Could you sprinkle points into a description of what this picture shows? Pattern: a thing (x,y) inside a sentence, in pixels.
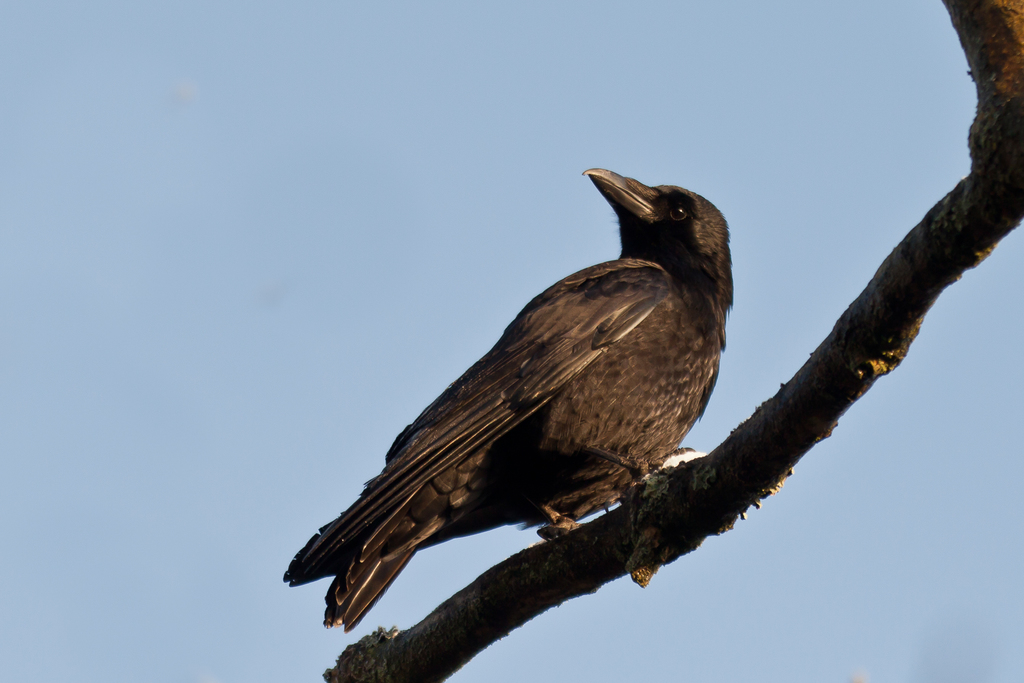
In this picture we can see a bird (631,289) on a branch (753,444) and in the background (330,175) we can see the sky (429,223).
